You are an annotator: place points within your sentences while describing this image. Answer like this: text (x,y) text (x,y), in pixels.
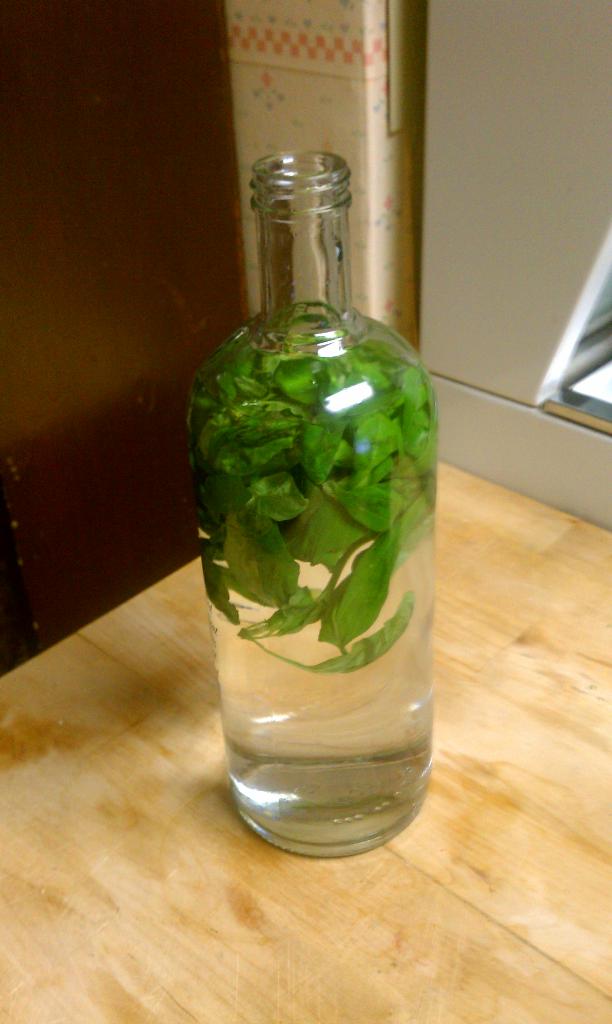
In this image there is a bottle (317,409). Inside the bottle (344,437) there are some leaves (309,461). The bottle (216,480) is on a table (149,740).
